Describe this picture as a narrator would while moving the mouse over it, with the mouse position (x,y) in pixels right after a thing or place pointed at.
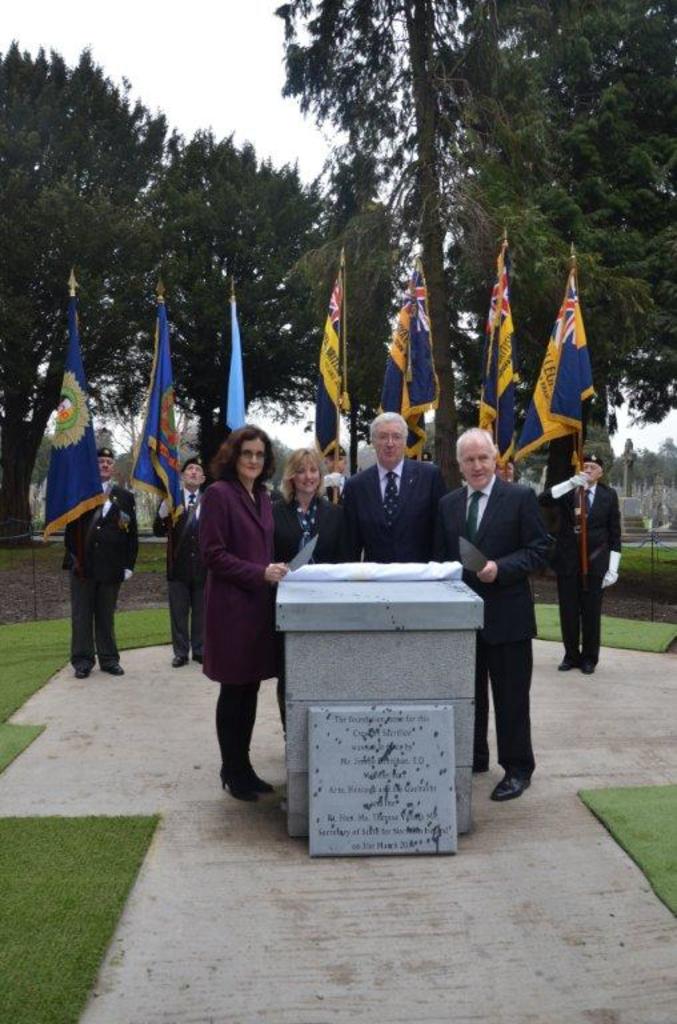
In this image I can see memorial stones (438,778), grass (49,634), flags (69,404), people (87,528), trees (243,176) and sky (155,49).
